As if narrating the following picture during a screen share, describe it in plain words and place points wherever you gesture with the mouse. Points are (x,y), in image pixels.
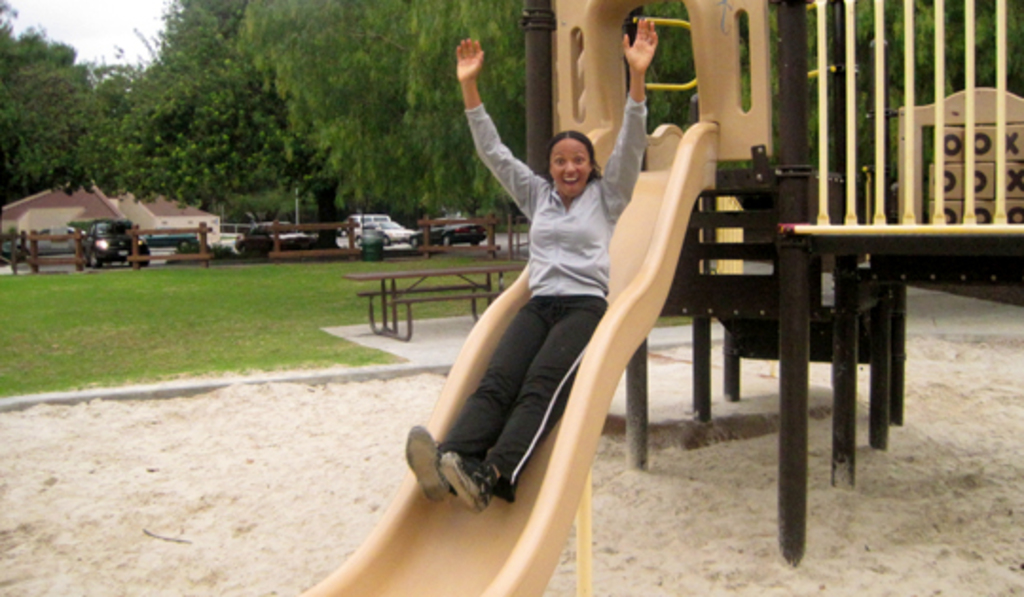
A person (554,208) is present on a slide (659,226). There is grass (367,301), bench (462,272), fencing (204,240), vehicles (237,243) and trees (247,184).
